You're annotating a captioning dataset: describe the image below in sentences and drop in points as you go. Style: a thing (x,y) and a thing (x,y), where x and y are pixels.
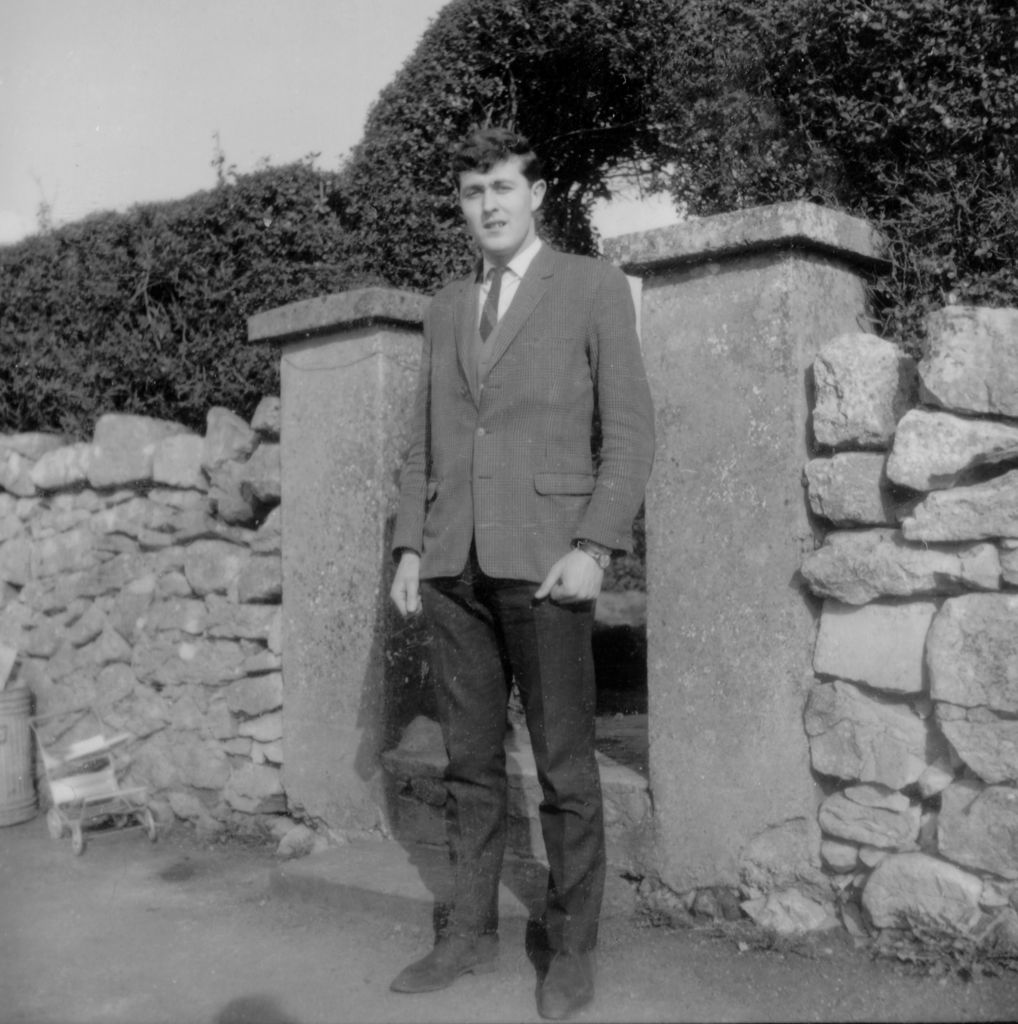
In this image we can see there is a person (510,563) standing on the ground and there is a dustbin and a stroller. At the back (686,507) there is a wall (912,747) and arch (487,100) with creeper plants (273,206) and the sky (218,142).
